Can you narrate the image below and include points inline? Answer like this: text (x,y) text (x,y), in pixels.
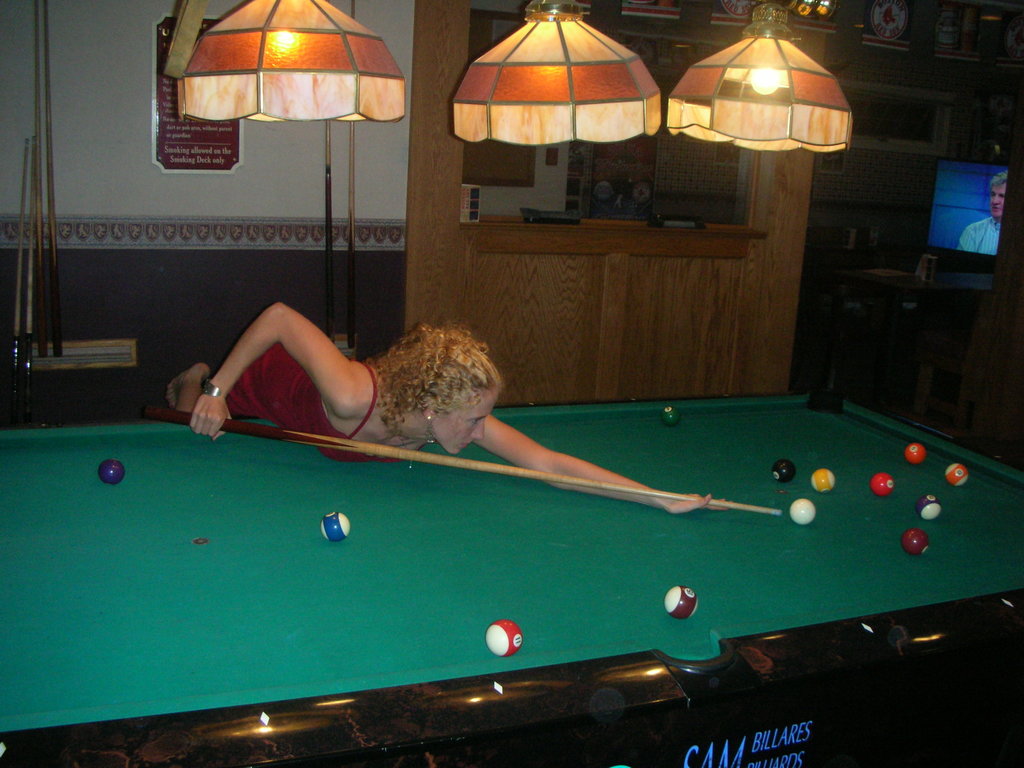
In this image i can see a woman (314,382) holding a stick (269,438) in her hand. In front of her there is a table (418,570) and there are balls (508,649) on it. In the background (135,163) i can see a wall (135,163), a television screen (952,235) and lamps (565,123).
